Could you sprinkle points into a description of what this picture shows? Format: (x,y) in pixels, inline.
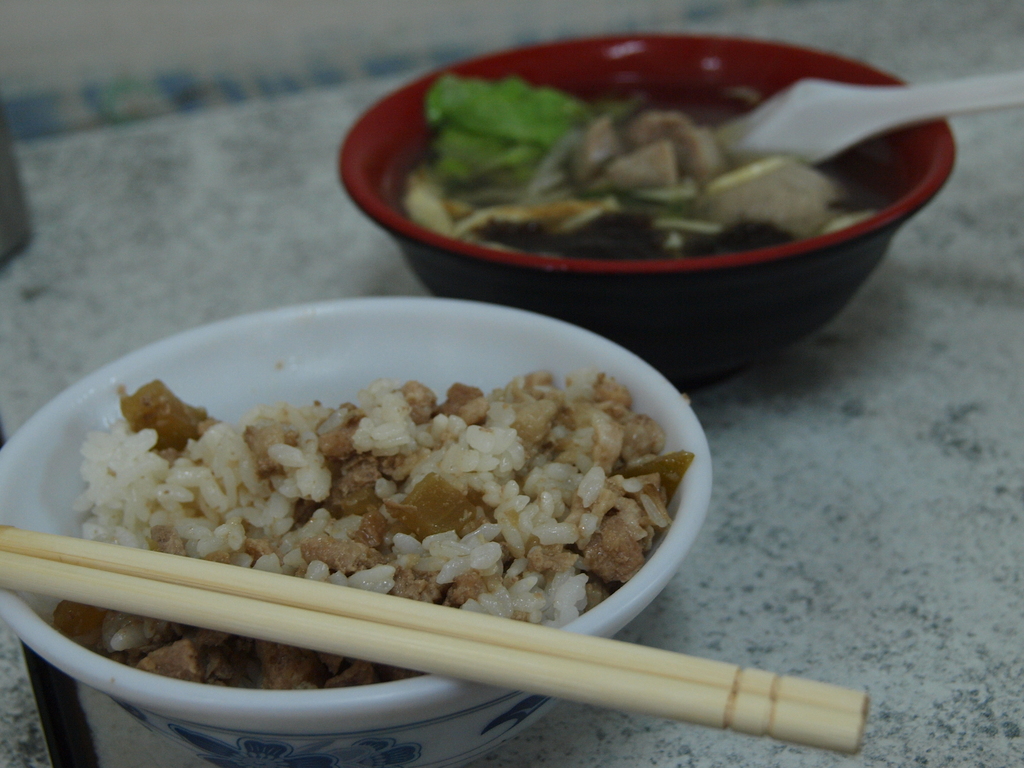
Food (394,429) is highlighted in this picture. Food (770,224) is presented in a bowl (413,318). On this bowl (91,411) there are chopsticks (525,667) and spoon (946,95).
